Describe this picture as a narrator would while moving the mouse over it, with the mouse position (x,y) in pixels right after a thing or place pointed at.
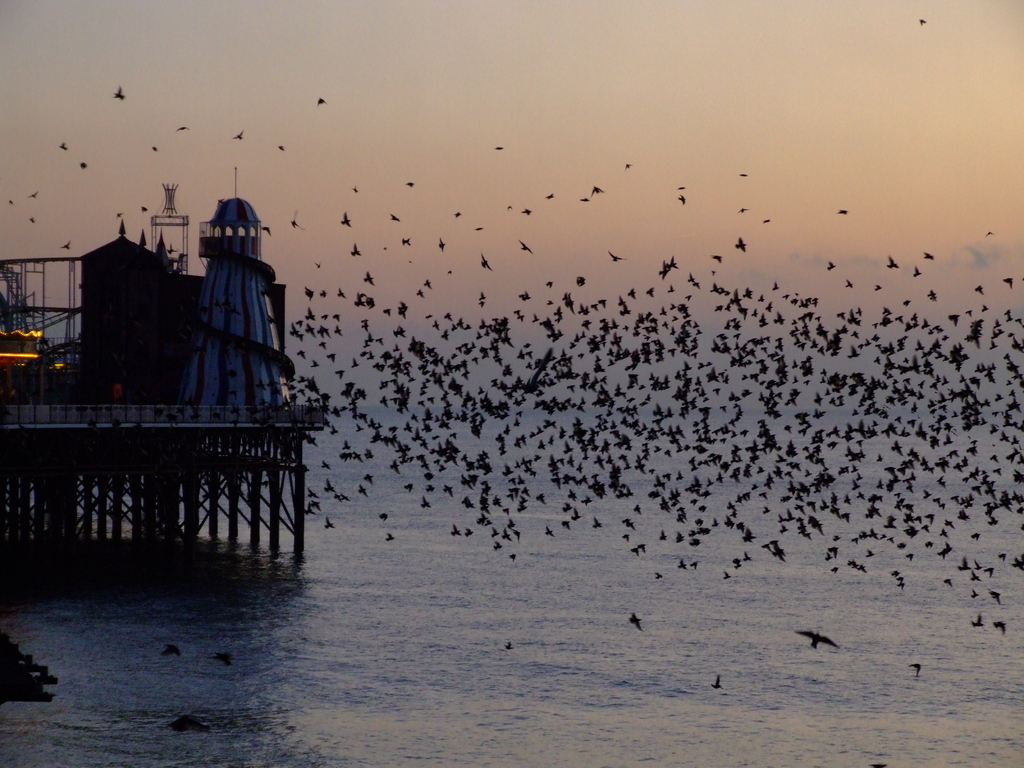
In this image I see the buildings (185,300) over here and I see the rods (190,527) and I see number of birds (1011,365) and I see the water (626,554). In the background (581,44) I see the sky (653,143).
